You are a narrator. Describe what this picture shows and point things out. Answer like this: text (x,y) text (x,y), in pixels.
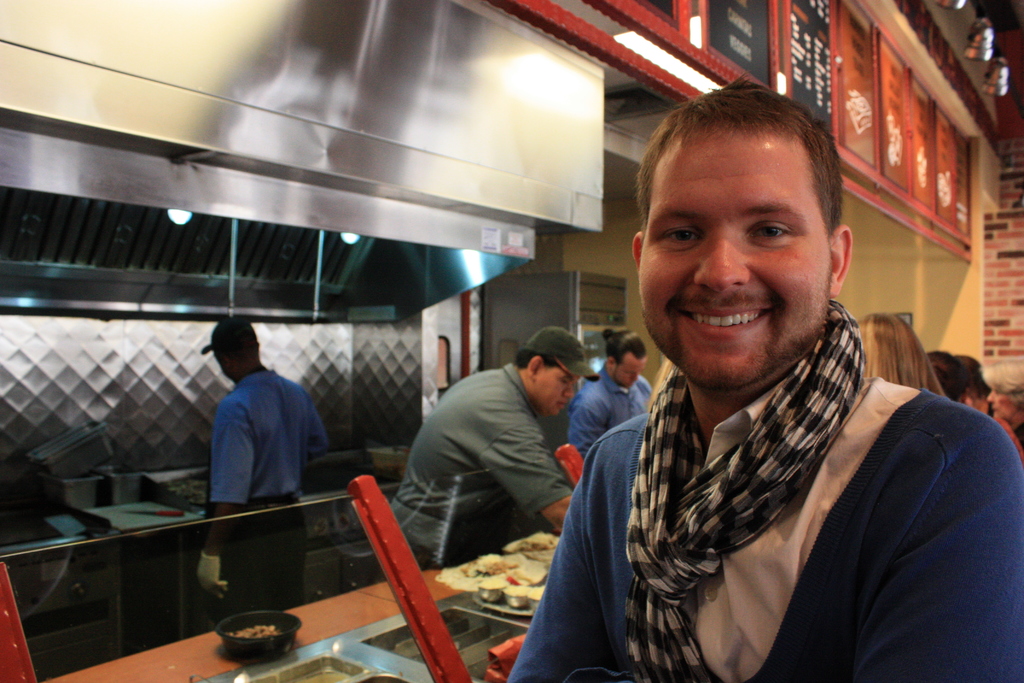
In this picture I can see there is a man (796,541) standing and smiling. On to left (250,446) there are some people (411,458) standing and cooking and there is a some utensils (295,676) and food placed on the table (383,617).
